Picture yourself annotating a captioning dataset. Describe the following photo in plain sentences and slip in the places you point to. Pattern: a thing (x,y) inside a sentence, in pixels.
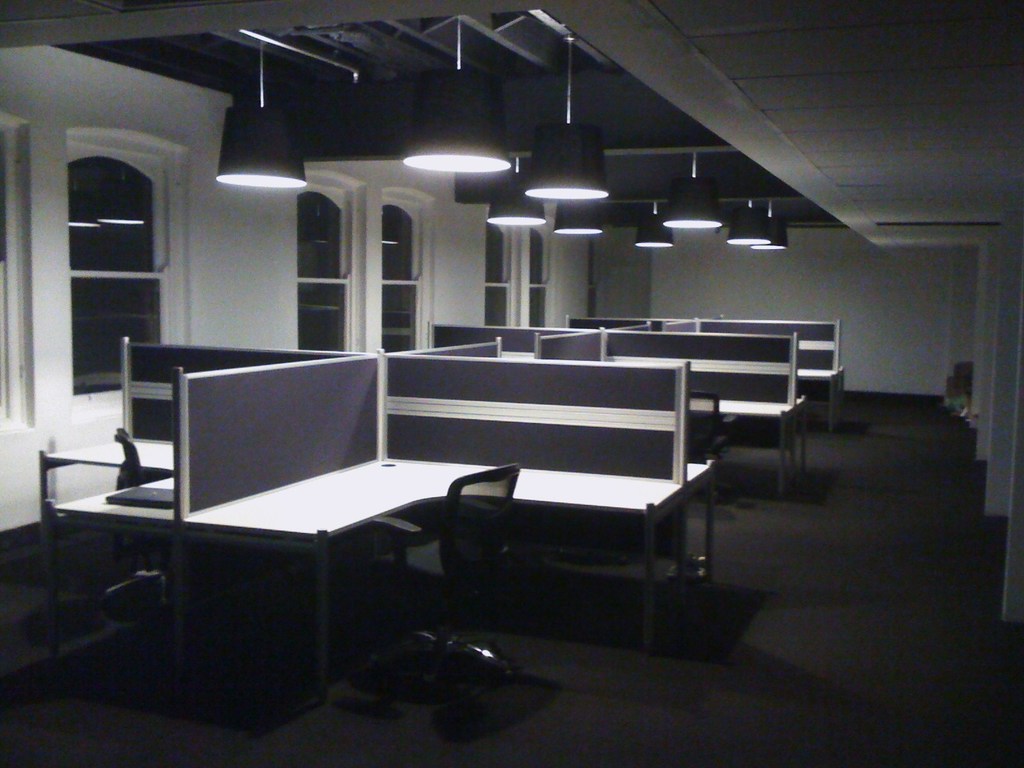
In this image I can see few desks (368,498) and the chairs (416,573). I can see an object (150,500) on the desk (133,510). There are lights (469,161) at the top (589,193). In the background (461,229) I can see the windows (18,330) to the wall (258,326).
